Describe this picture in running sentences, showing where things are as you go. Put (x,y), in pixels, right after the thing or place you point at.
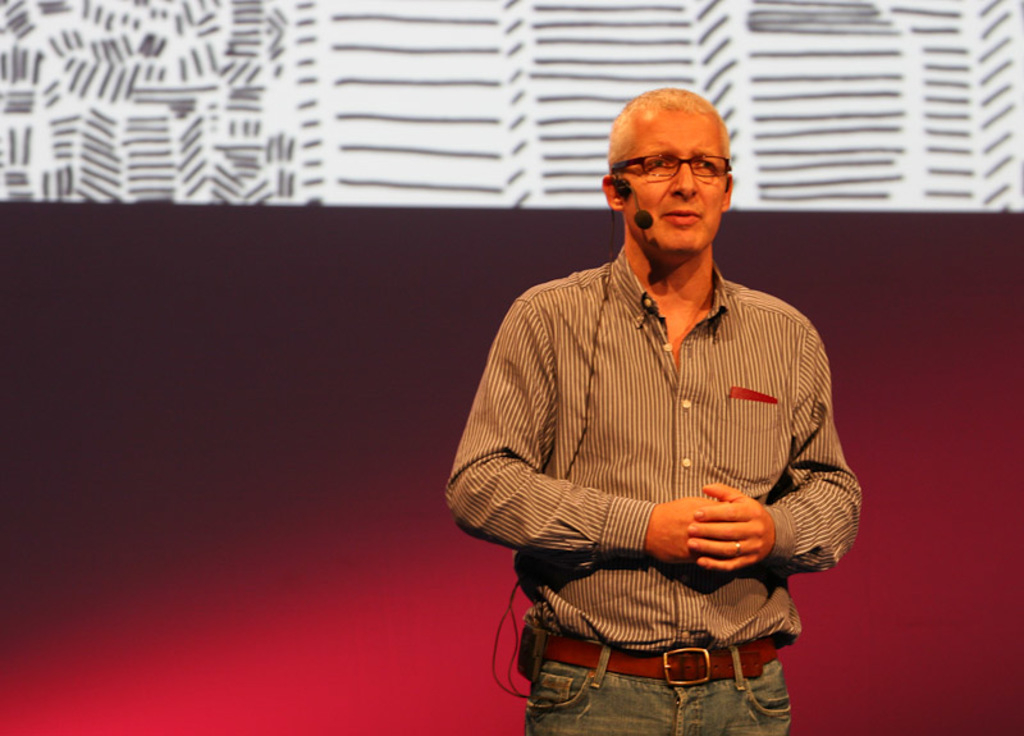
In this image we can see a person (561,359) wearing a head microphone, behind him we can see the wall (476,244).
